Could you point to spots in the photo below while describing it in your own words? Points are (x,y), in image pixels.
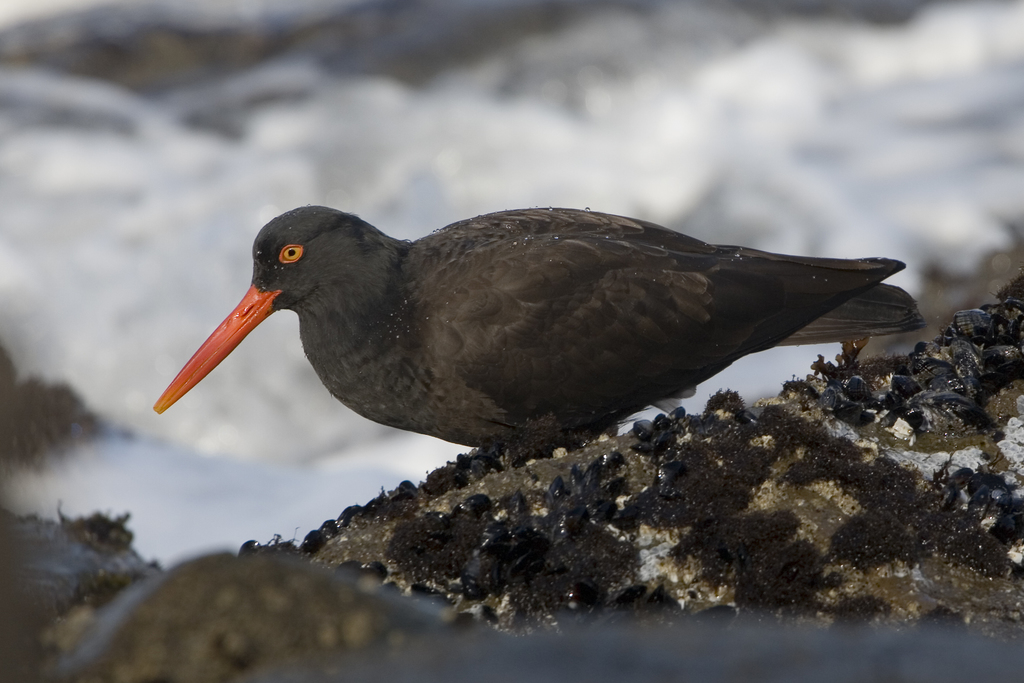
In this picture I can observe a bird (409,282) in the middle of the picture (493,307). The bird (619,354) is in black color. The background (665,181) is completely blurred.
